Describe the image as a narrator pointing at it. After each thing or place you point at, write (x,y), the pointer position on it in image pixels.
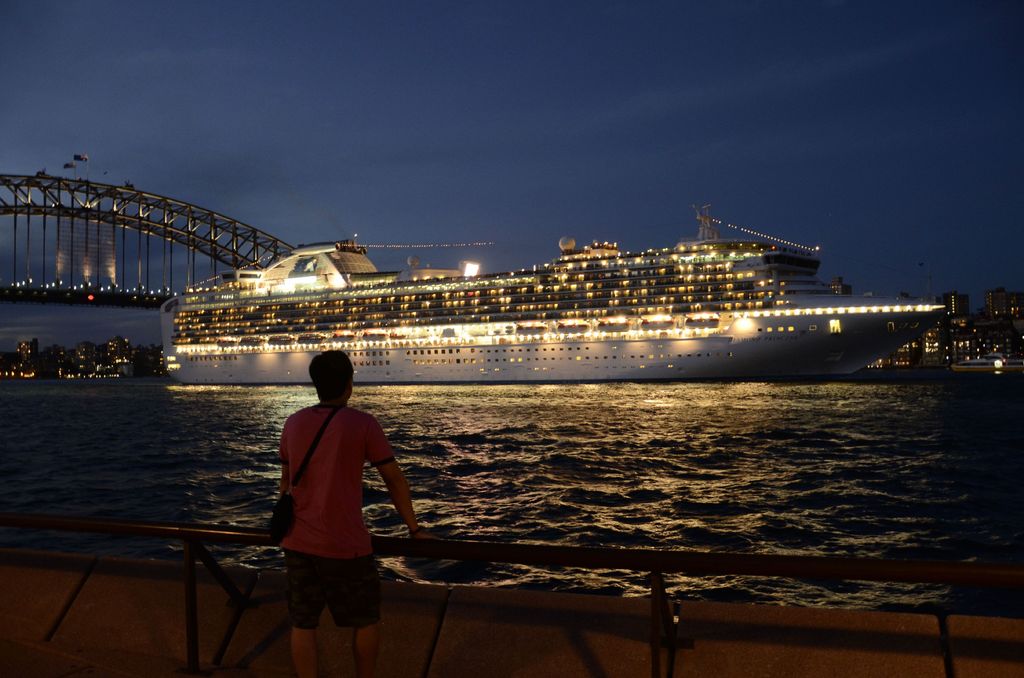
In this picture I can see there is a huge ship (476,321) sailing on the water (513,457), it has windows (401,343), lights (427,331) and there is a bridge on to left (94,249) and there are few buildings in the backdrop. There is a man (315,489) standing here and he is wearing shorts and the ship (812,252) has lights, and the sky (132,320) is clear.
